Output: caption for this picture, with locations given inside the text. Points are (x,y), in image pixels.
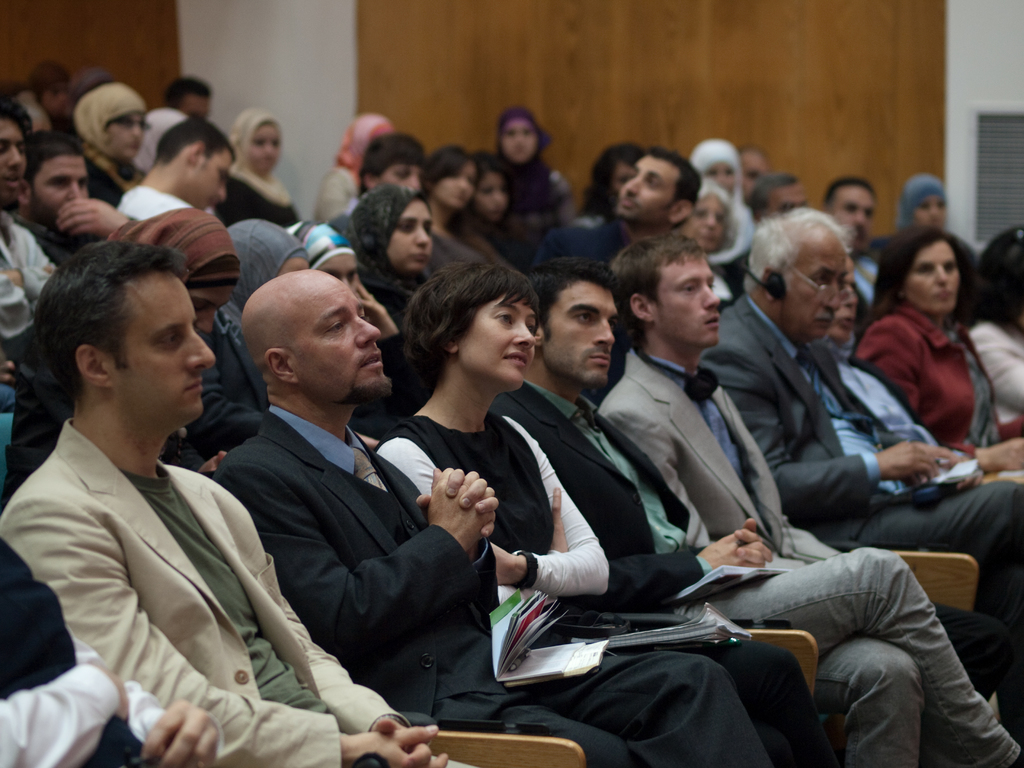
In this image there are people (609,497) sitting on the chairs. In the background of the image (298,170) there is a wall (285,39).
